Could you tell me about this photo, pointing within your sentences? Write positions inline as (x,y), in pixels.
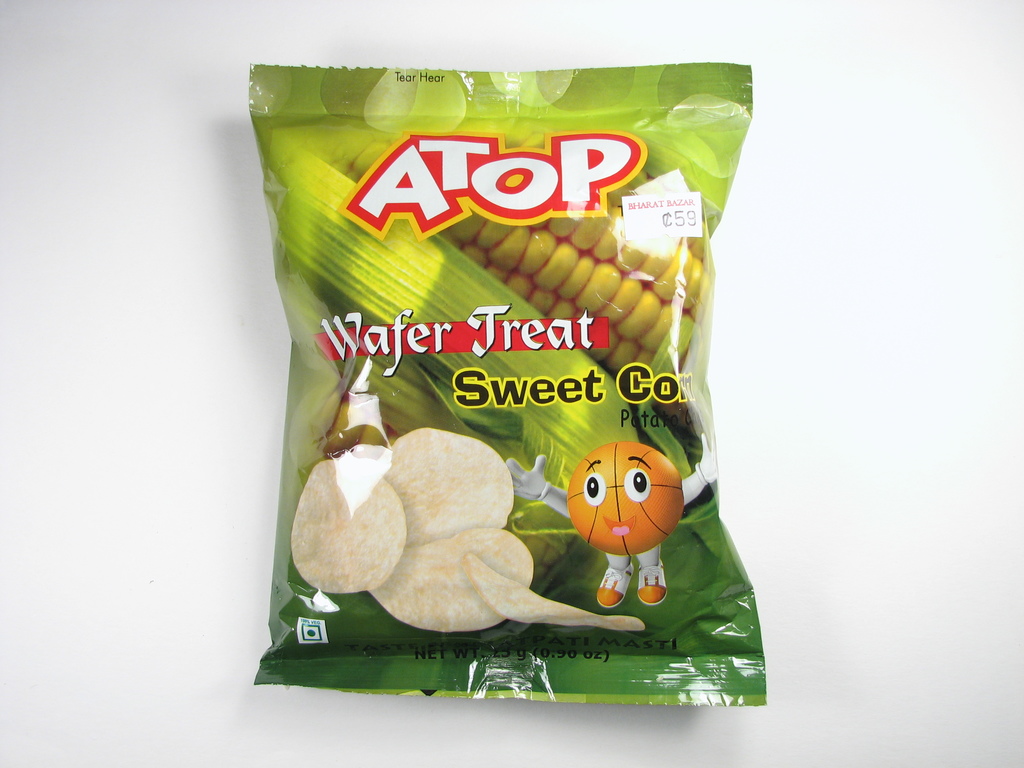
Here we can see a food packet (500,223) on a platform (238,405). On the packet (423,352) we can see the pictures (501,291) of a toy (621,510), chips (356,547), maize (546,227) and a text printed on it.
